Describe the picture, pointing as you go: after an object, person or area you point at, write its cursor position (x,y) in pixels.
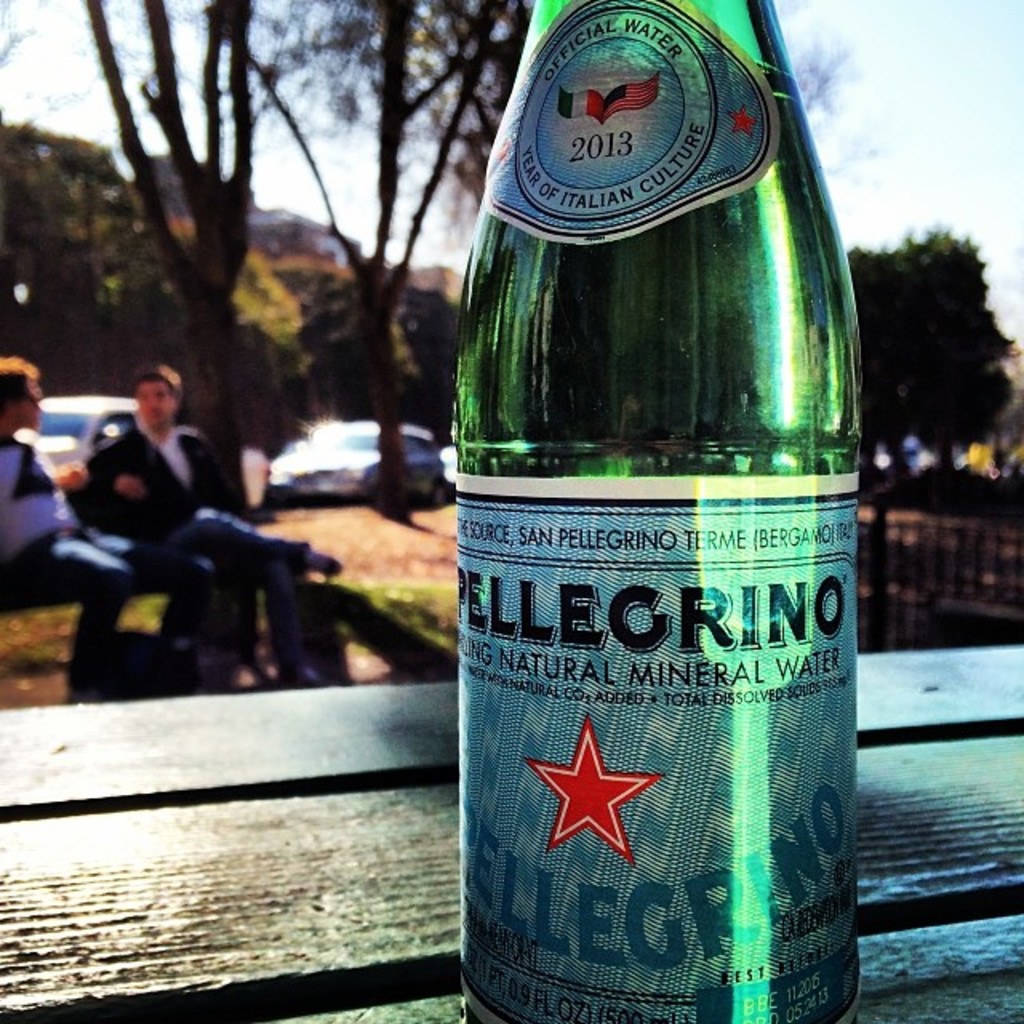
This bottle (721,191) is highlighted in this picture. Far there are trees (365,270). This 2 persons (177,460) are sitting on a bench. Far there are vehicles (338,470).
